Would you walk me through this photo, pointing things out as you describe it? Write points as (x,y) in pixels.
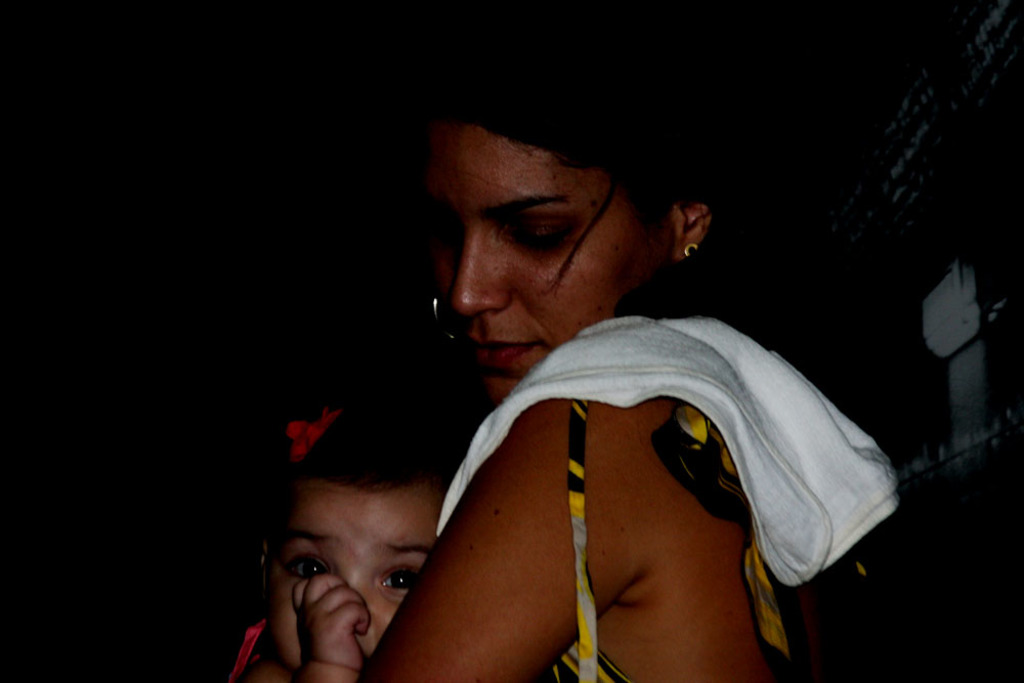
In the picture we can see a woman (498,524) holding a child (300,527) and behind her we can see dark.
